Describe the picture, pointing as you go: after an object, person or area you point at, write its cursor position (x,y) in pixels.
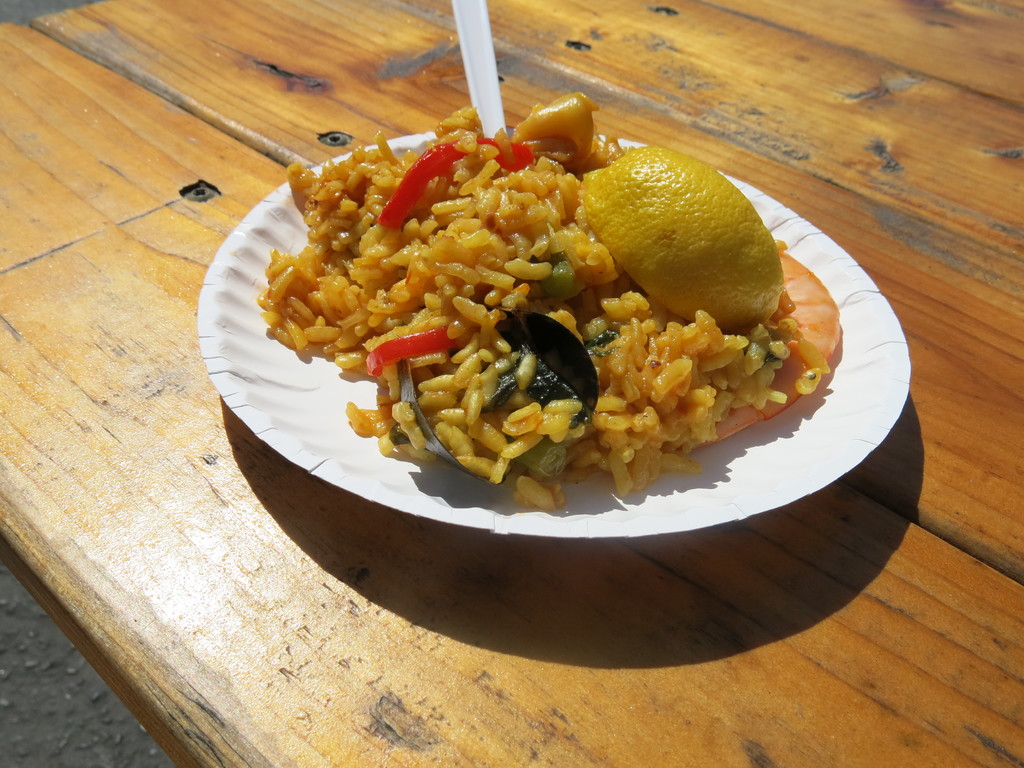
This image is taken outdoors. At the left bottom of the image (45,707) there is a floor (65,662). At the bottom of the image (559,685) there is a table (951,558) with a plate (767,490) on it. There is a food item (515,226) and a spoon (485,75) on the plate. There are a lemon slice (668,258), a shrimp (811,294) and a few vegetable slices (446,161).
